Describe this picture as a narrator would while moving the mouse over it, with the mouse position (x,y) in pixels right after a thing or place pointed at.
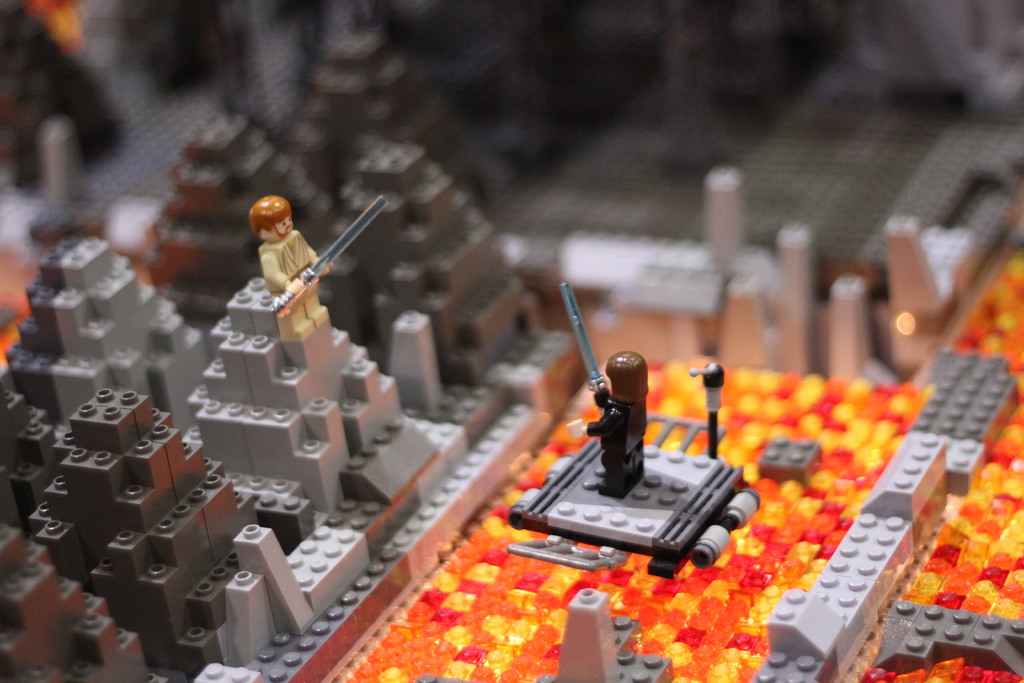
In this image we can see legos (336,339).
